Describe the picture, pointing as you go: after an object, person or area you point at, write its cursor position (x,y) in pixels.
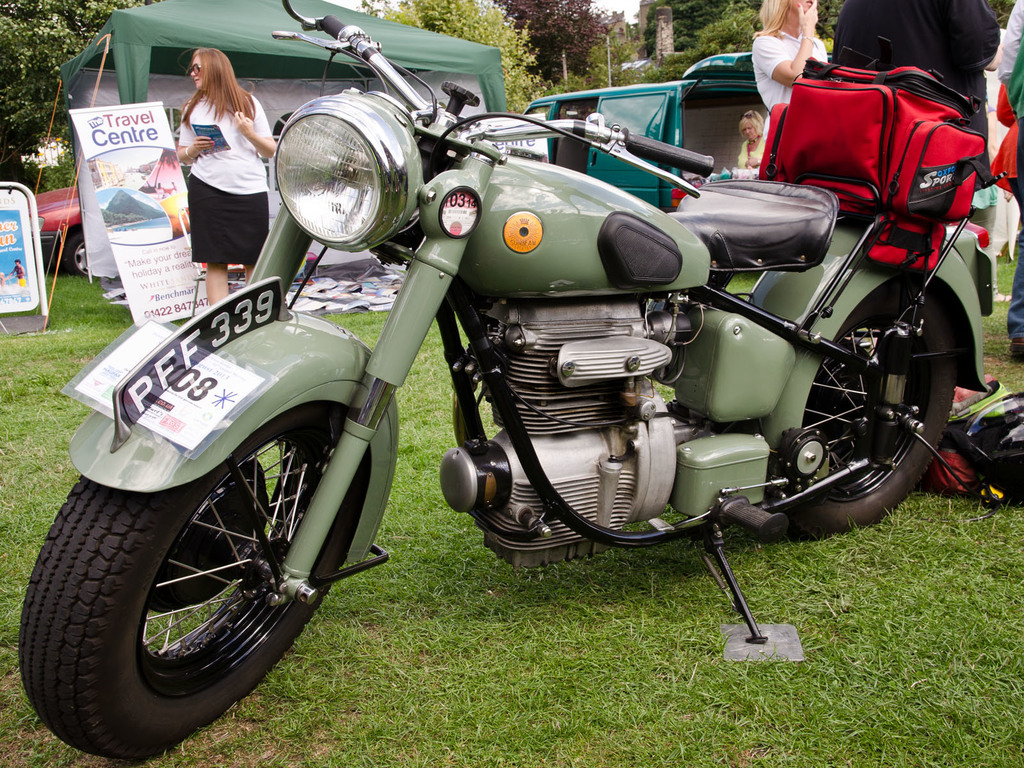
In front of the image there is a bike (573,284), on the bike (778,220) there is a bag (870,145), behind the bike (371,119) there are a few people (268,126) standing, behind them there is a car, banners (134,217), tents (178,107). In the background of the image (527,33) there are trees (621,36) and poles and there are some objects (986,405) on the grass surface (53,509).
